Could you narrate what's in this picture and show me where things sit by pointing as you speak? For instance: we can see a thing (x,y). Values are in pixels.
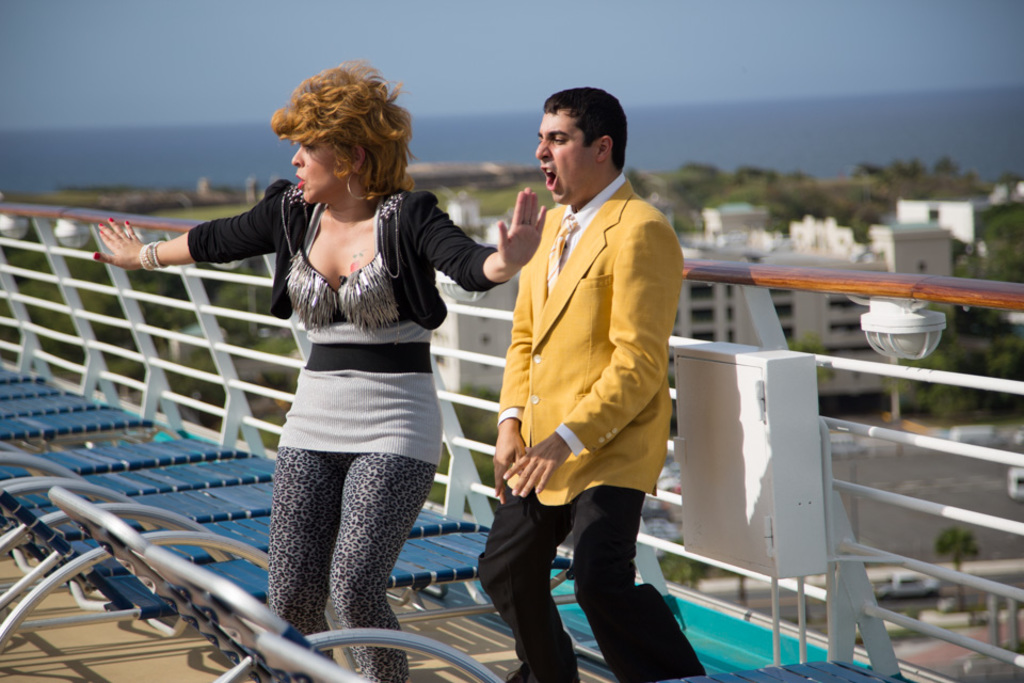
In the picture we can see a man (595,485) and a woman (337,468) standing near the chairs (179,556) and a woman (367,434) is dancing and a man (589,500) is behind her giving some expressions, he is in yellow color blazer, tie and shirt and behind them, we can see railing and behind it we can see buildings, trees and far away from it we can see hills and sky (730,33).
